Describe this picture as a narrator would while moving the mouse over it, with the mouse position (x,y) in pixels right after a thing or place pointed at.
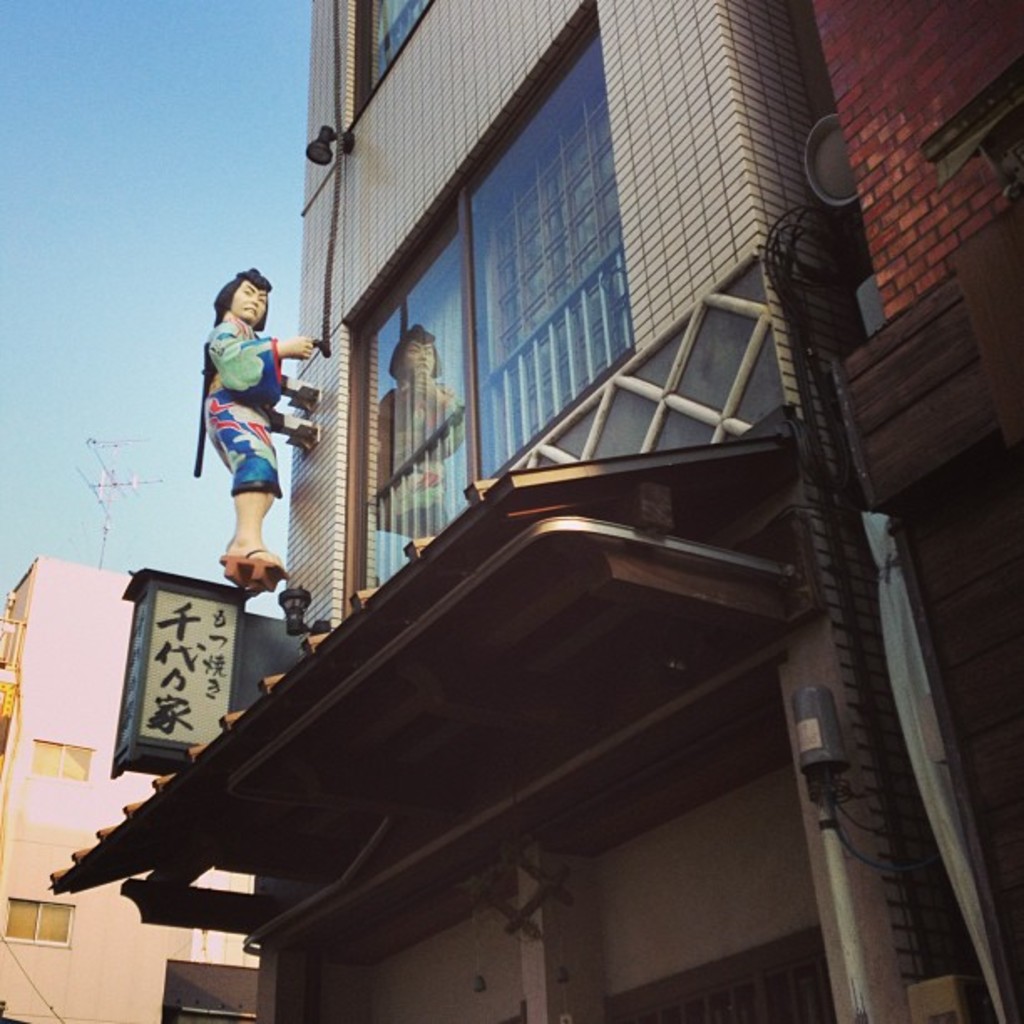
In this image we can see few buildings (317,877). There are few objects (188,660) on the wall (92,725). We can see the sky (52,209). There are few windows (67,766) in the image. We can see a sculpture (237,426) of a person (254,359). We can see the reflection (385,433) of a person (386,412) on the glass (406,439). There is an antenna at the left side of the image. There some text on the board (176,667).
